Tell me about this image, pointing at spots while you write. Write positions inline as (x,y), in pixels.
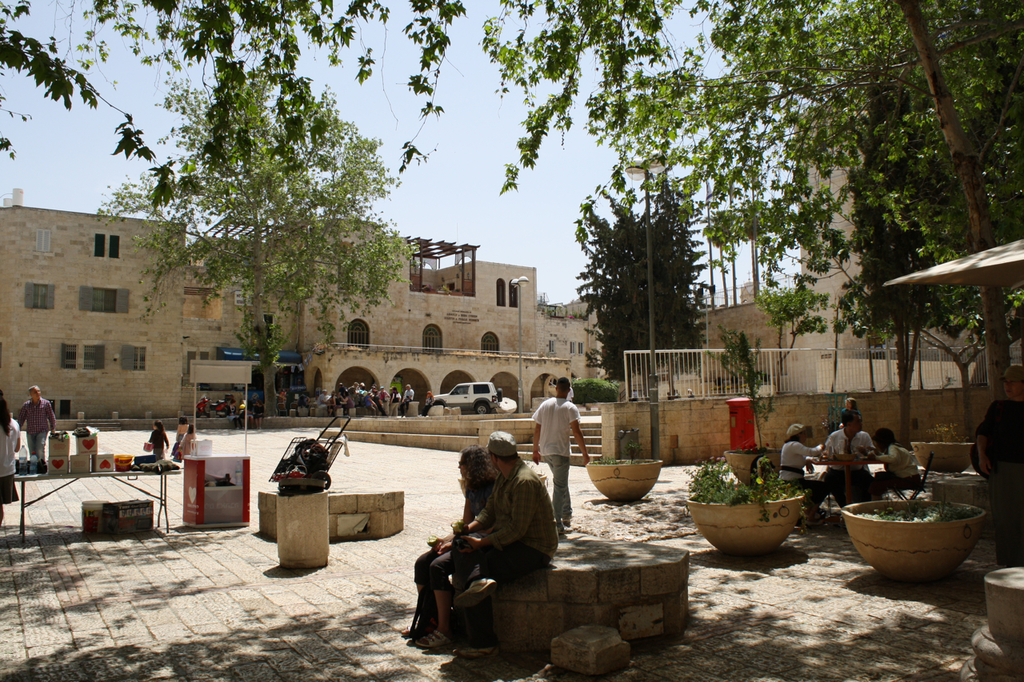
In the background of the image (133,259) there is a building (380,338). There is a car (494,401). There are people (376,407). In the left side of the image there is a table (61,479) on which there are objects (149,461). To the right side of the image (1001,72) there are trees (913,300). There are flower pots (888,513). In the center of the image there are two people (468,544) sitting. At the bottom of the image (225,639) there is a floor (141,647).
